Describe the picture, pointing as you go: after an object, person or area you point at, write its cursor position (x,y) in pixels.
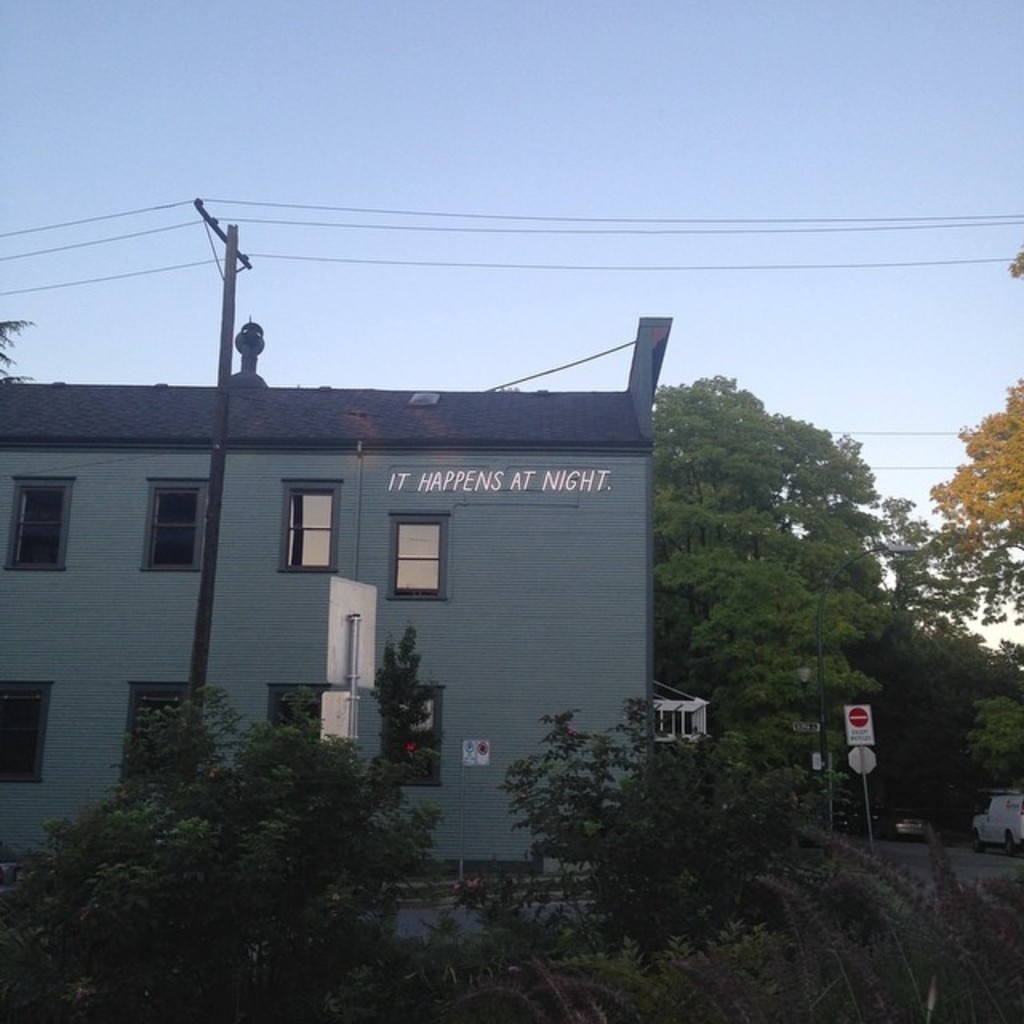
In the image there is a building (393,537) in the back (151,500) with many windows (155,510) with trees (770,742) all around it and a electric pole (227,244) on the left side (227,260) and above its sky (450,76).
